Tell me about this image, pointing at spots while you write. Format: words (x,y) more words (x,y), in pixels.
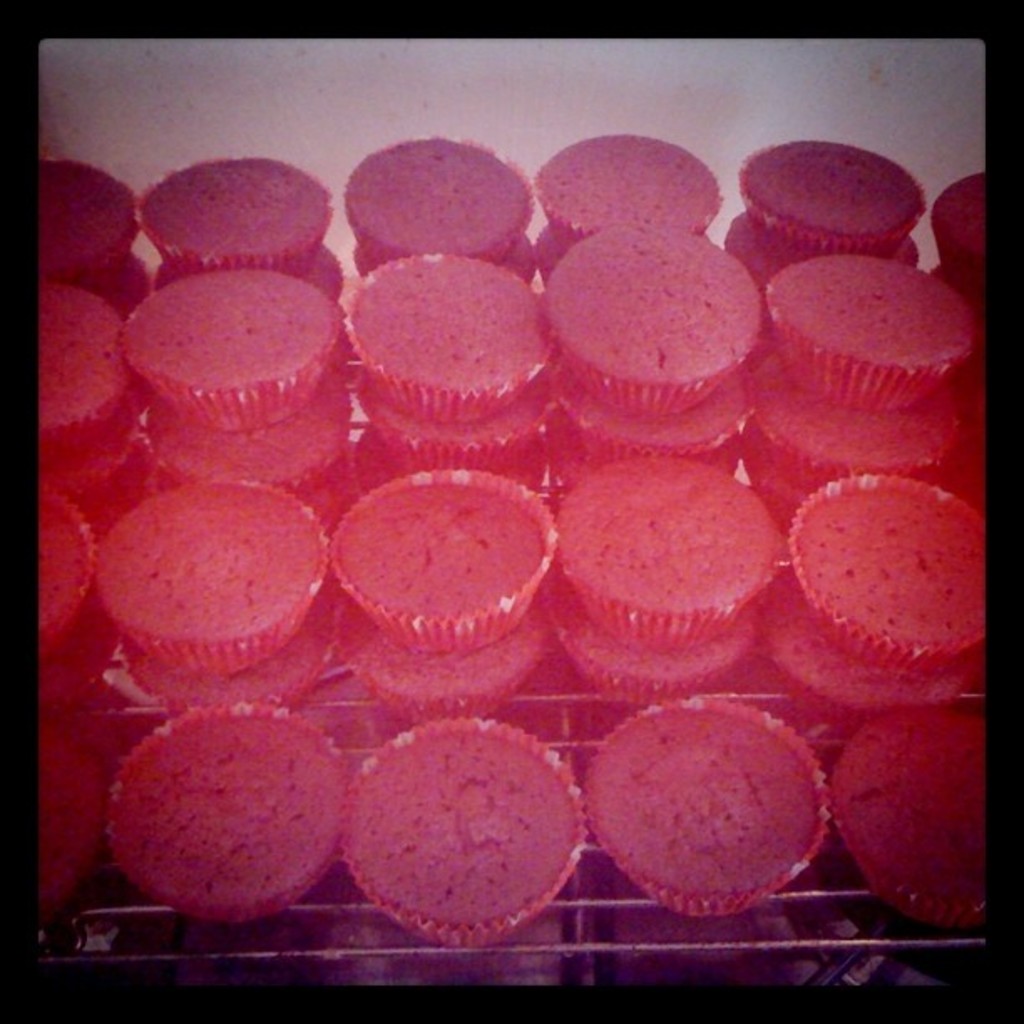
This is the picture of some pink cupcakes (513,584) which are arranged.
